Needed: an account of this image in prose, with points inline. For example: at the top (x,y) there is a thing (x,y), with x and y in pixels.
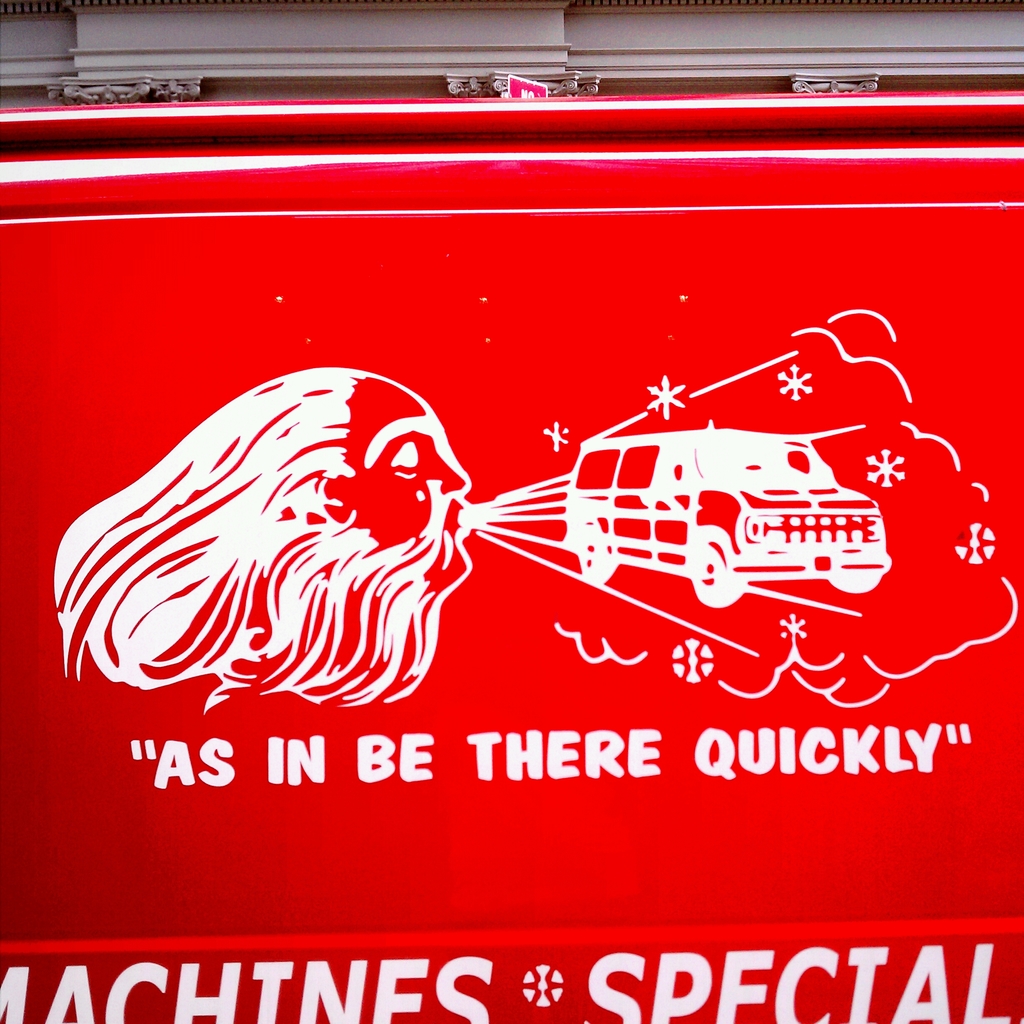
In this image I can see a red colour thing (338,238) and on it I can see few logos (80,657) and something is written.
